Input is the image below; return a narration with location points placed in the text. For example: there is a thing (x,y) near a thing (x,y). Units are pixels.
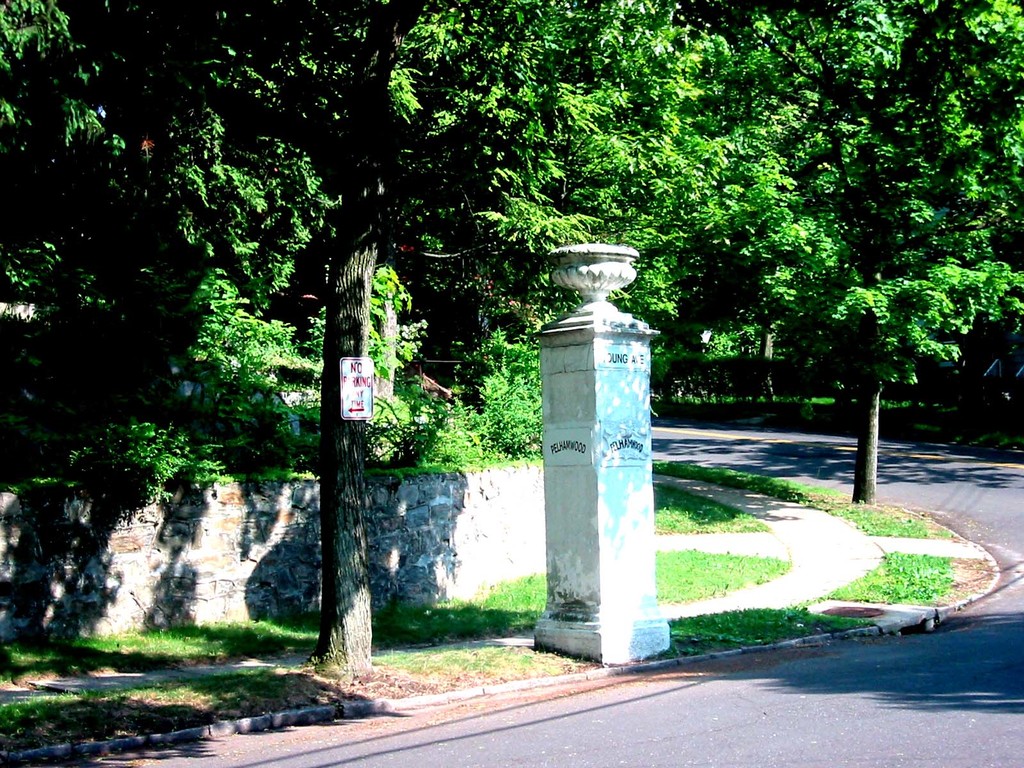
At the bottom of the image (683,700) there is a road (820,680) and we can see trees (418,277). In center (586,499) there is a pillar (586,412).
